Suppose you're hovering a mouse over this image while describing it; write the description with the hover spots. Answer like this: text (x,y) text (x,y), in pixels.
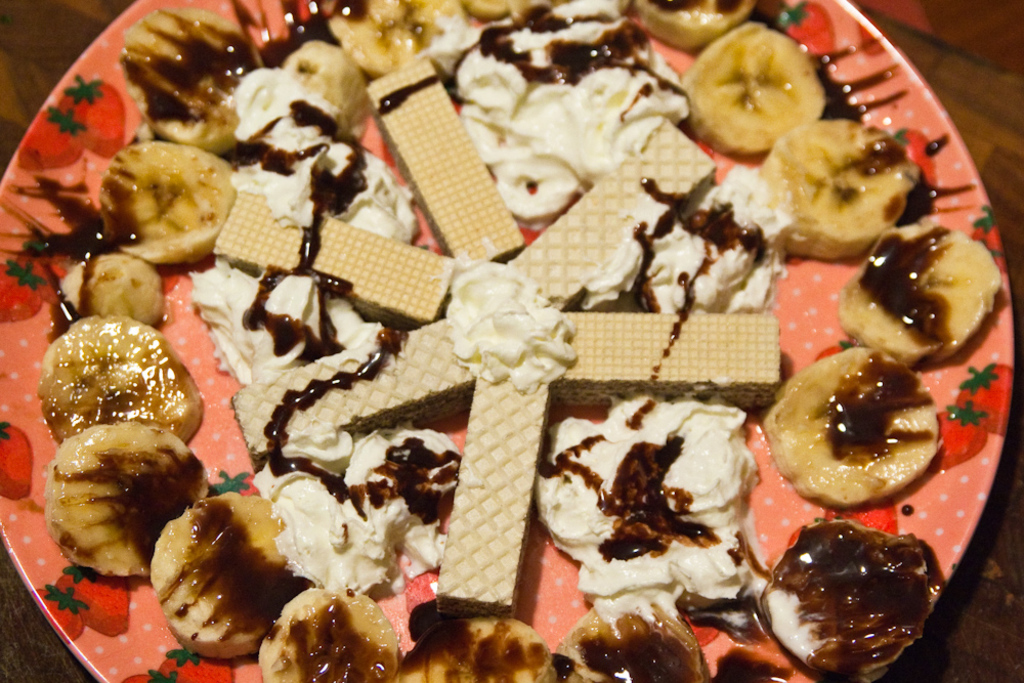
In this image we can see food items (427,468), banana slices (196,558) and cream (411,521) on a plate (155,628).
